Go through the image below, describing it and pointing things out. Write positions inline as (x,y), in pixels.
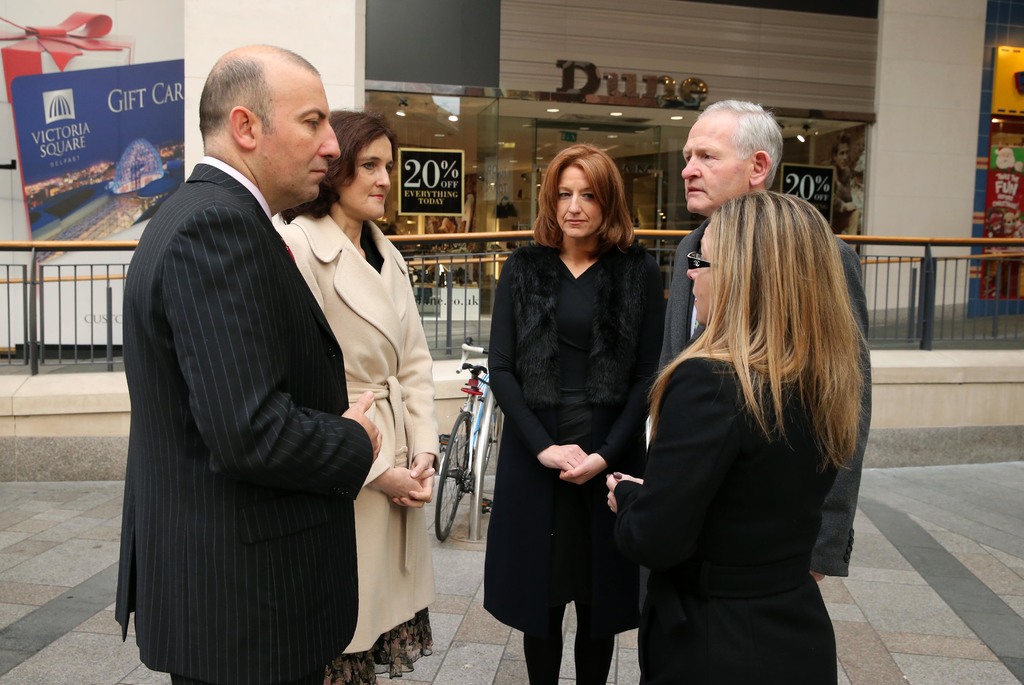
In this picture we can see there are five people (273,439) standing on the path (453,640) and behind the people (311,571) there is a bicycle (462,425), iron rod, fencing (41,304) and a building (174,9) and on the building (205,47) there is a board (434,167) and a poster (19,113). In the building (421,123) there are some objects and at the top (553,109) there are ceiling lights (678,117).
